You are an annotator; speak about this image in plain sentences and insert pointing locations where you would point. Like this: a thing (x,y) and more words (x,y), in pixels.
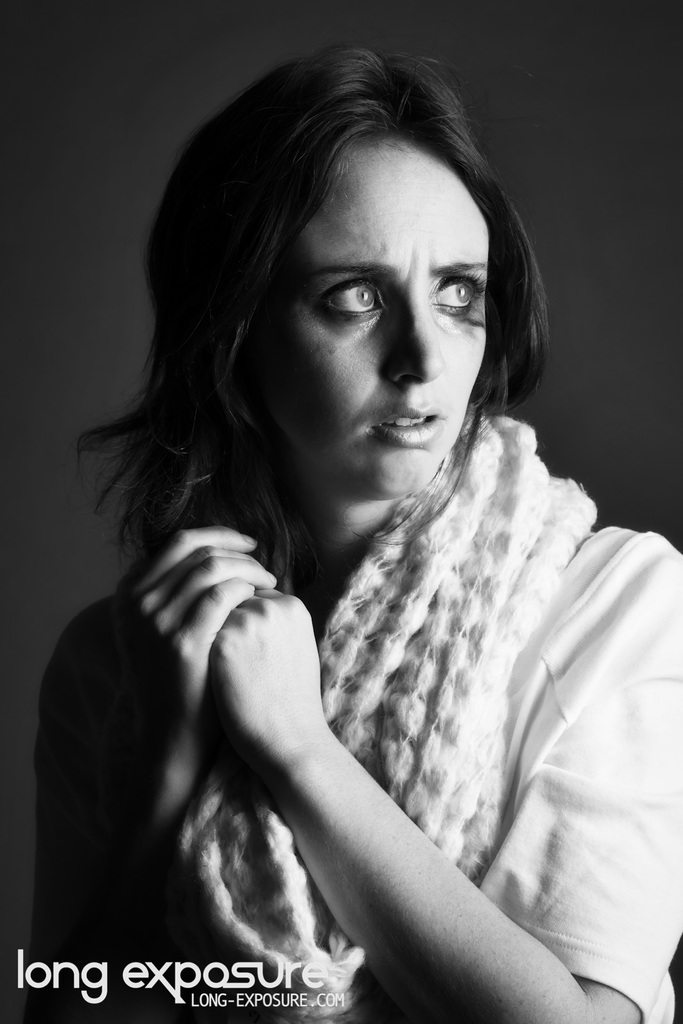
This is the black and white image where we can see a woman (119,829) wearing dress (682,780) and scarf (410,756). The background of the image (653,181) is dark. Here we can see the watermark (260,973) on the bottom left side of the image (153,988).
